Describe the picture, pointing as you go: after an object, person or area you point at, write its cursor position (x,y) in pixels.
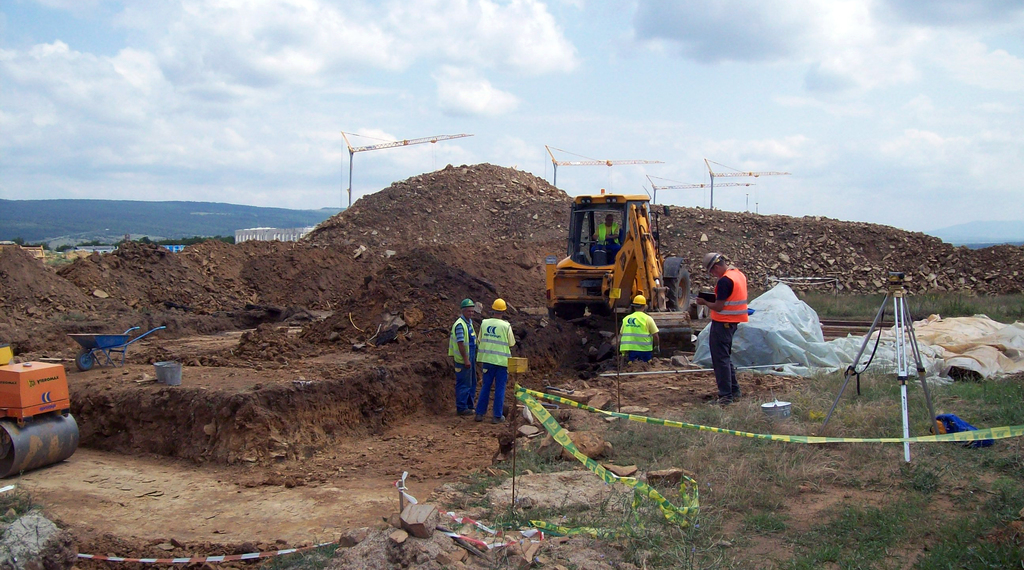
This picture is taken outside view of the city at the top (676,121) I can see the sky (637,121) and in the middle (454,224) I can see cranes (362,148) and poles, cables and mud (241,375), in the foreground (626,243) I can see vehicles (631,277) and person (644,315), stand (901,382), ribbon (729,430) and I can see a person (608,238) in the vehicle (624,257) and on the left side (22,425) I can see a drum (42,425), box (49,401), and a trolley (99,347) and a bucket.
